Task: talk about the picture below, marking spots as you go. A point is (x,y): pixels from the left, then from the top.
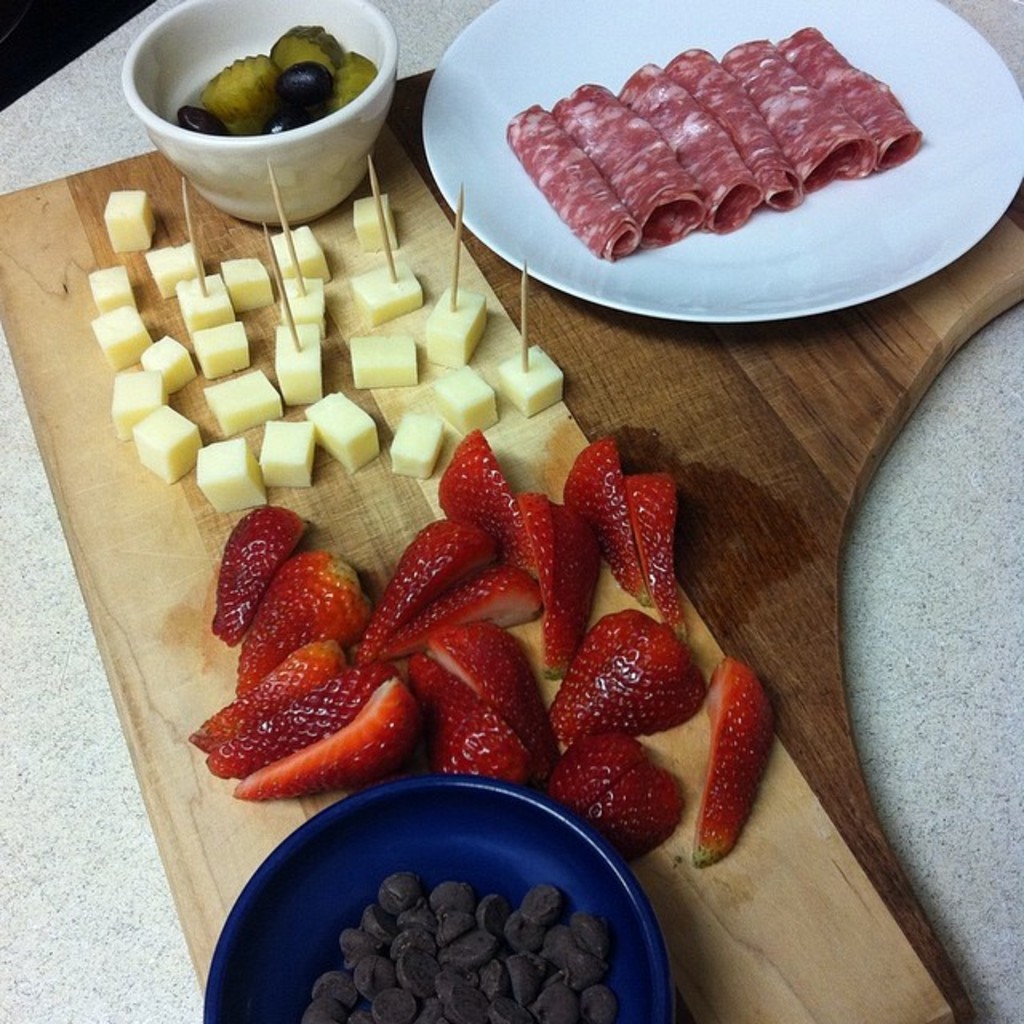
In this image there is a wooden plank (796,708) on the stone slab (918,632). On the wooden plank (516,634) there are few slices of strawberry (436,643), plates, bowl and some food (408,1011). Right top there is a plate (731,235) having some food (643,187) in it. In the bowl (269,150) there are few fruits (266,73). Beside there is some food (291,355) having few tooth sticks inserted in it. Bottom of the image (374,919) there is a plate (445,969) having some food (424,961) in it.
